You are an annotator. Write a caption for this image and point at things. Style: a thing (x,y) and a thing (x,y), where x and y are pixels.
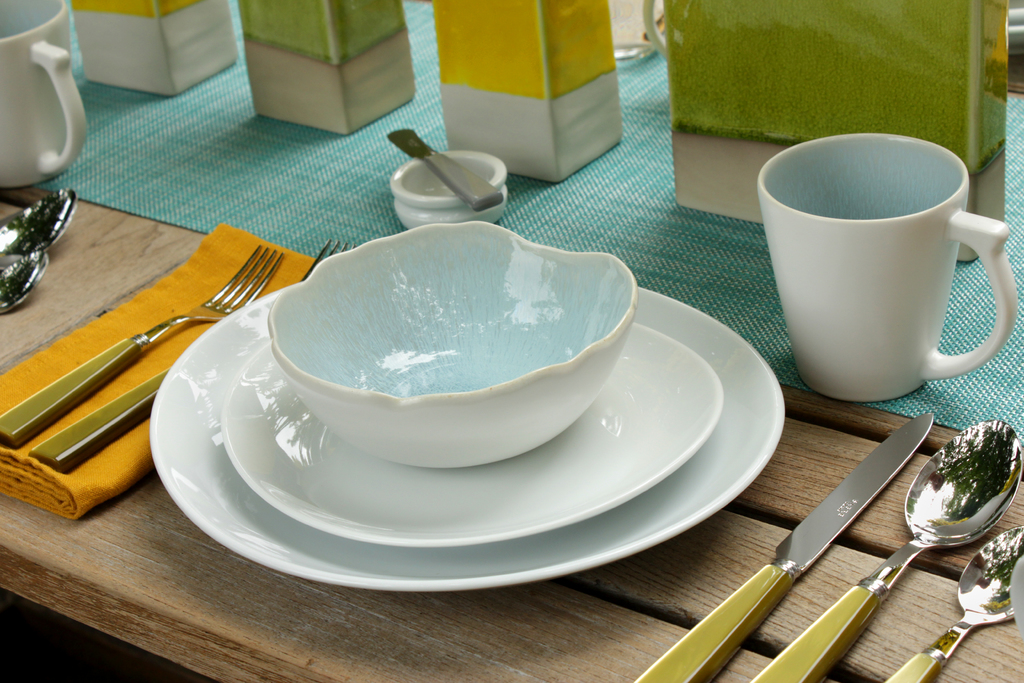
In this image i can see a bowl (410,331), few plates (567,501), a mug (823,208), a spoon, a knife (806,553) on a table (698,585).
